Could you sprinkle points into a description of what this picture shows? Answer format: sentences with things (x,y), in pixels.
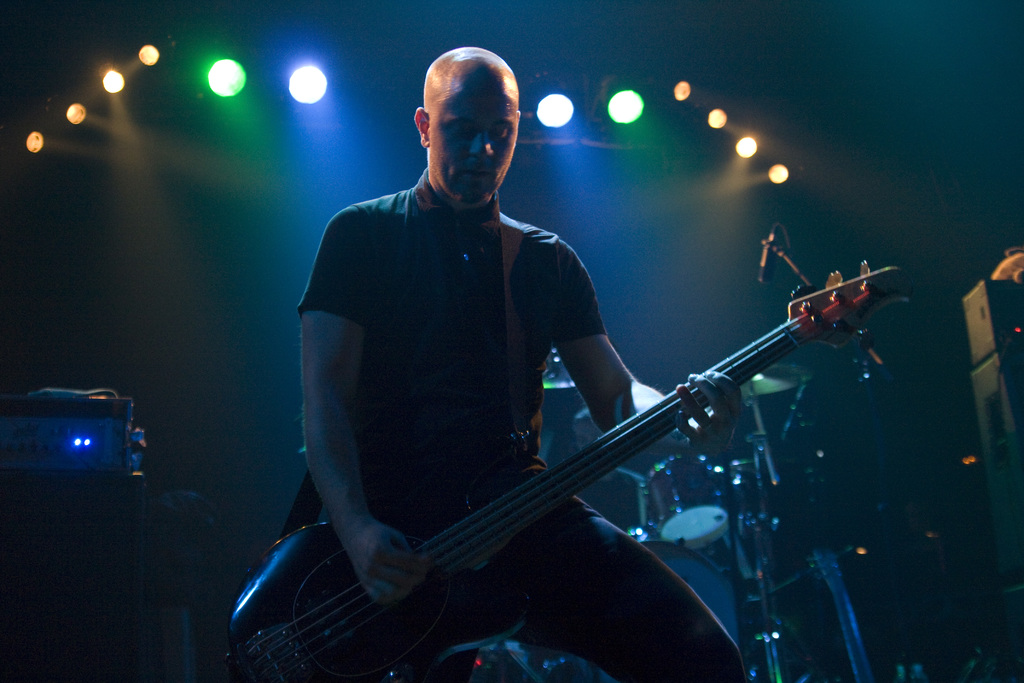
In this image there is a man (638,554) standing and playing guitar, beside him there are so many other musical instruments (697,519).
